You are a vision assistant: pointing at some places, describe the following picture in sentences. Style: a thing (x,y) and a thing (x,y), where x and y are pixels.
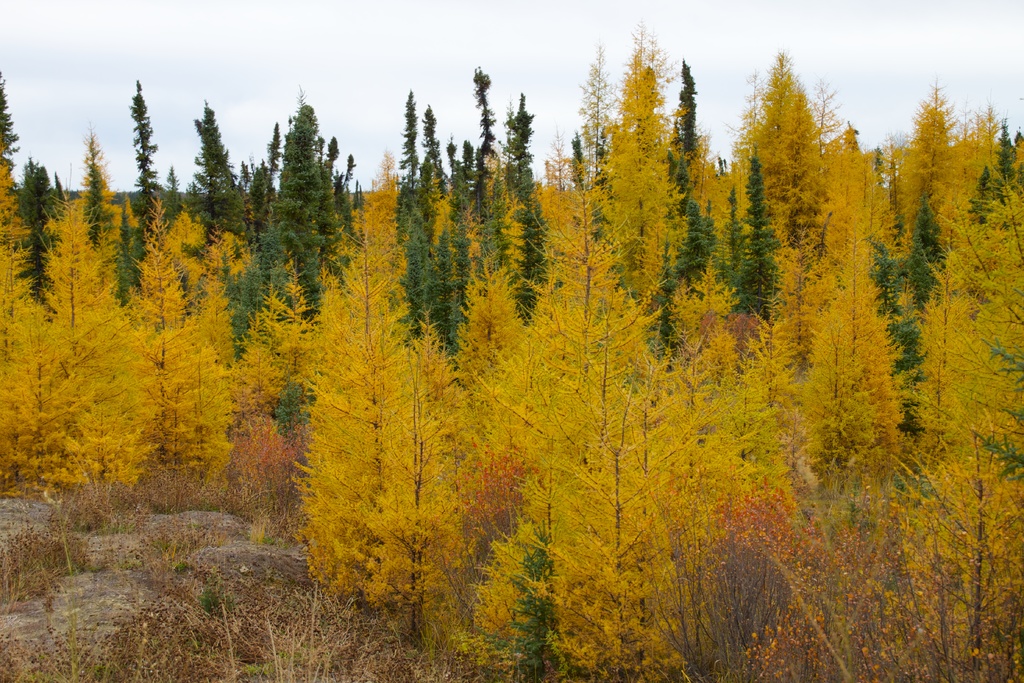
In this image we can see sky (414,41) with clouds (512,41), trees (399,367) and ground (134,590).
